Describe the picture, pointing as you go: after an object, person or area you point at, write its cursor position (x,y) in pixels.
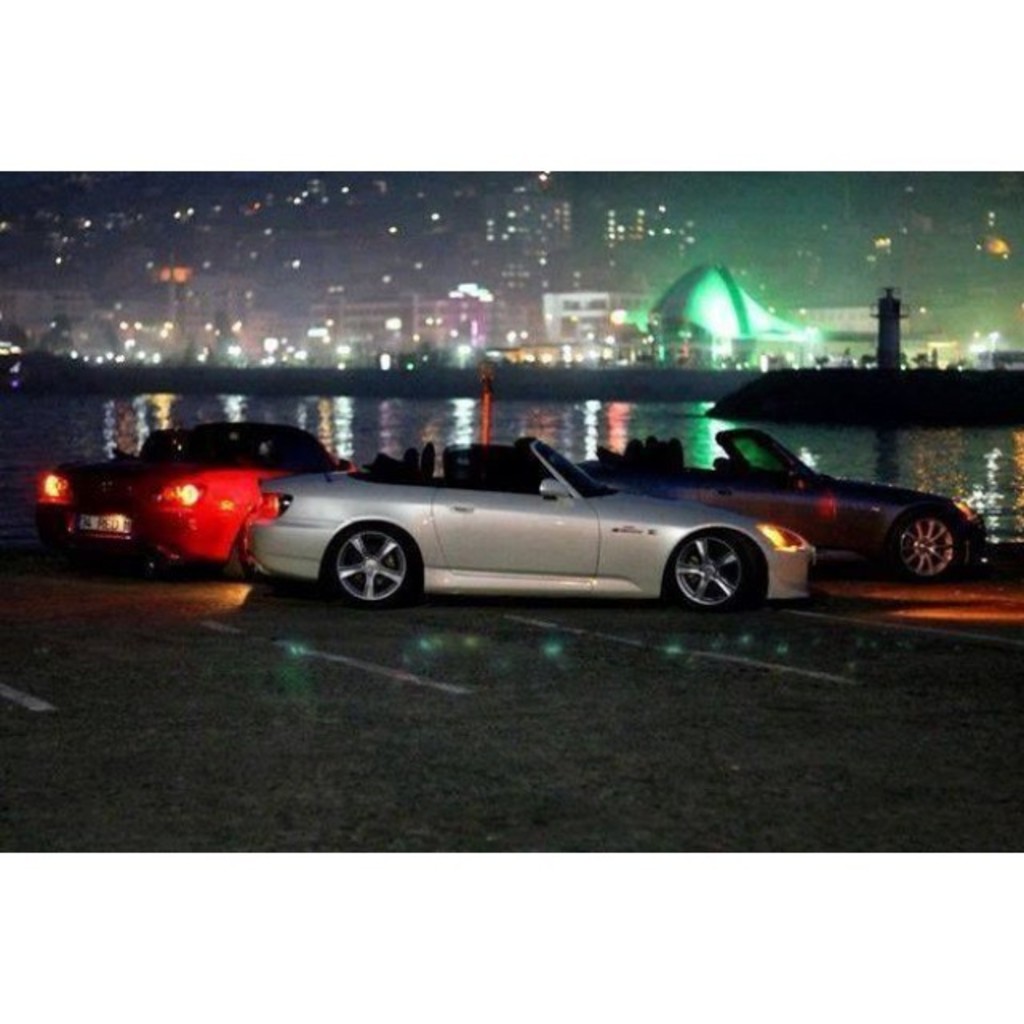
In the center of the image (481,566) we can see cars (498,546) on the road (390,739). In the background (13,468) we can see water (852,426), lighthouse (886,358), buildings (703,322), lights (269,344). At the bottom (221,752) there is road (467,723).
